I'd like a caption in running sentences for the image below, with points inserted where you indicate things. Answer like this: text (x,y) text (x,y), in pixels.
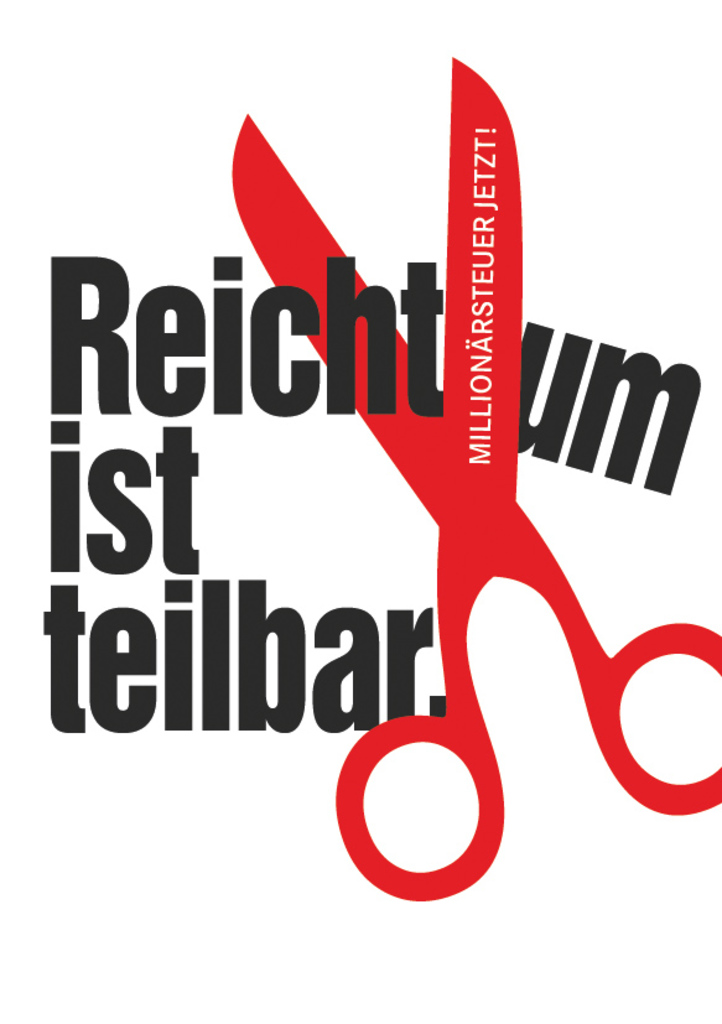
In this picture I can see few words (354,326) written and I can see the depiction picture of a scissor (469,168) and I can see something is written and I can see the white color background (313,143).
